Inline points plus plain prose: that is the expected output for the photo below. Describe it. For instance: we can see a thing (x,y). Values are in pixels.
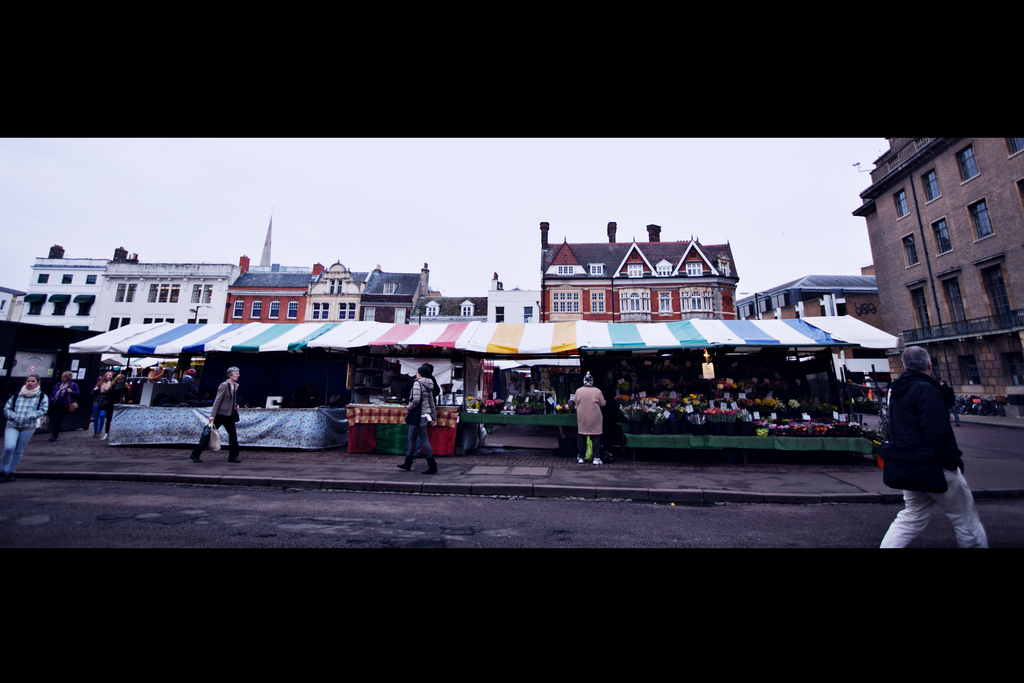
In this image we can see buildings (316,298). We can also see the texts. There are people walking on the road (698,470). We can see the flower bouquets (746,399) under the tents (658,341). Sky (414,187) is also visible and the image has borders (655,550).
